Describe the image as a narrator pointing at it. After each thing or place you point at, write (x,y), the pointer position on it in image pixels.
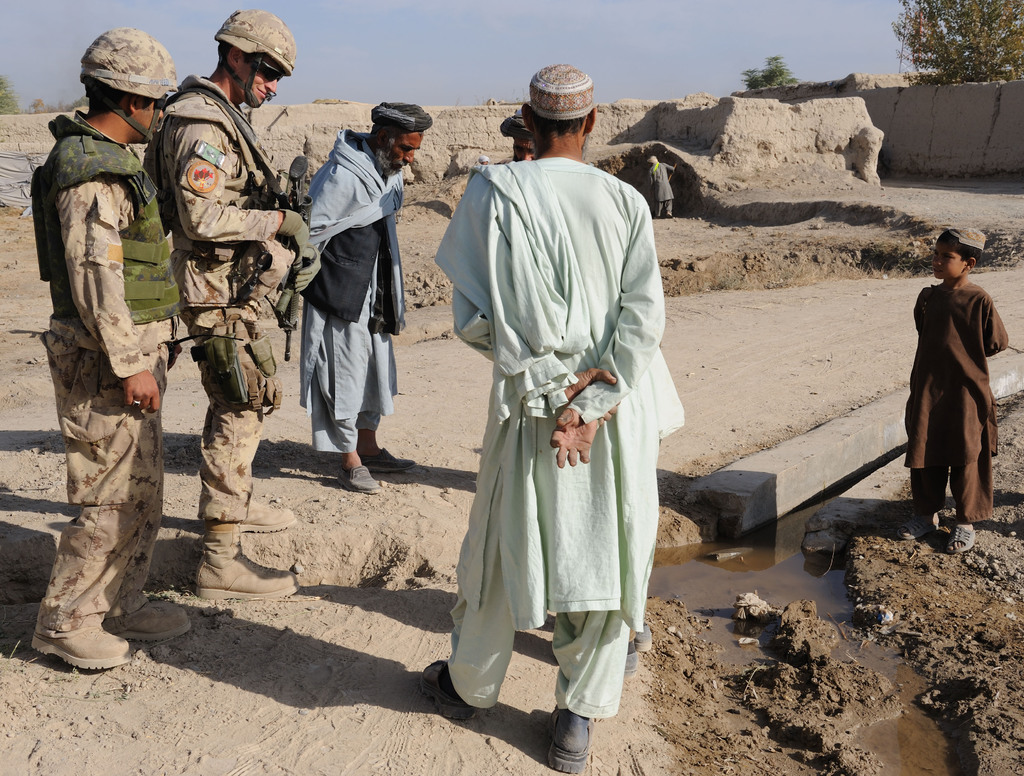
This image consists of a few people (526,422). On the left (195,349), the two men (87,364) are wearing army dresses (196,320) and holding a gun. At the bottom (313,722), there is ground (819,627). On the right (698,594), we can see the water (779,584). At the top (434,40), there is sky (680,59). On the right (942,45), we can see a tree (968,54). In the middle (431,372), there is a road (1022,291).
